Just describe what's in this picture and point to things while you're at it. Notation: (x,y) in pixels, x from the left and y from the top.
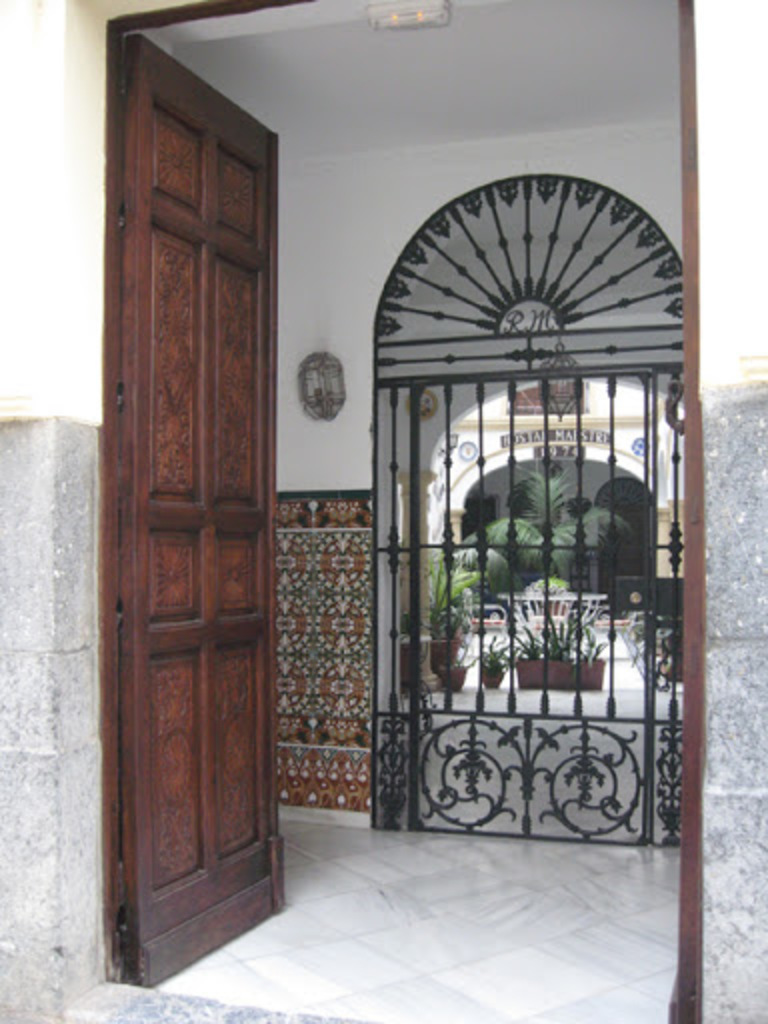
In the image we can see a door (180,559), fence (398,749) and a white marble floor (415,940). We can even see there are plants (506,580).
